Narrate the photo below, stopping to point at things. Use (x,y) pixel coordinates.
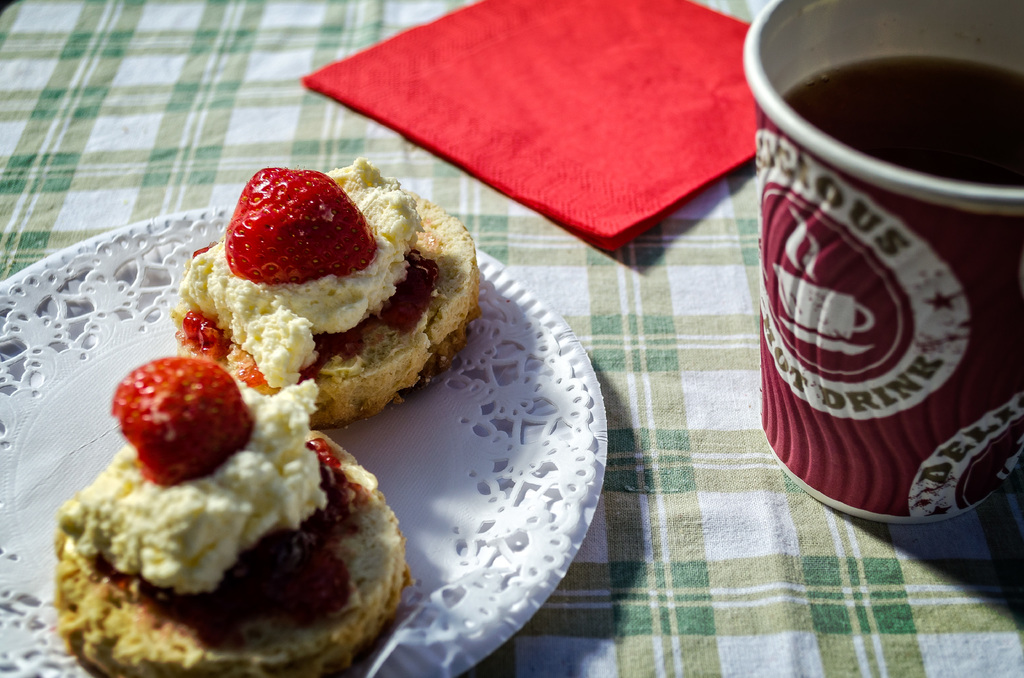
In this picture we can see a cloth (741,570) at the bottom (716,486), we can see a plate (573,419), a glass (901,298) of drink (956,169) and a red color cloth (623,111) present in the front (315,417), there is some food (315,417) in this plate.
